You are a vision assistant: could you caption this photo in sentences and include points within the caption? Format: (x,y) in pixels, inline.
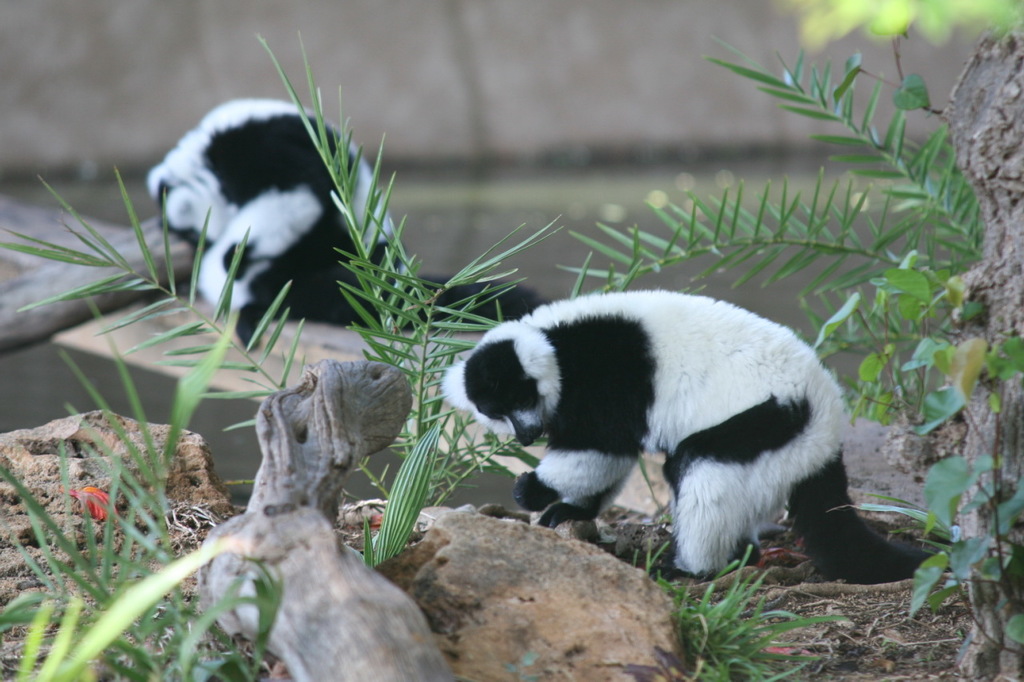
There are two black and white color animals (335,291) present in the middle of this image (616,401). There is a rock (522,595) and some plants (936,312) are present at the bottom of this image (385,554). We can see there is a wooden object (320,594) at the bottom of this image (331,599).
